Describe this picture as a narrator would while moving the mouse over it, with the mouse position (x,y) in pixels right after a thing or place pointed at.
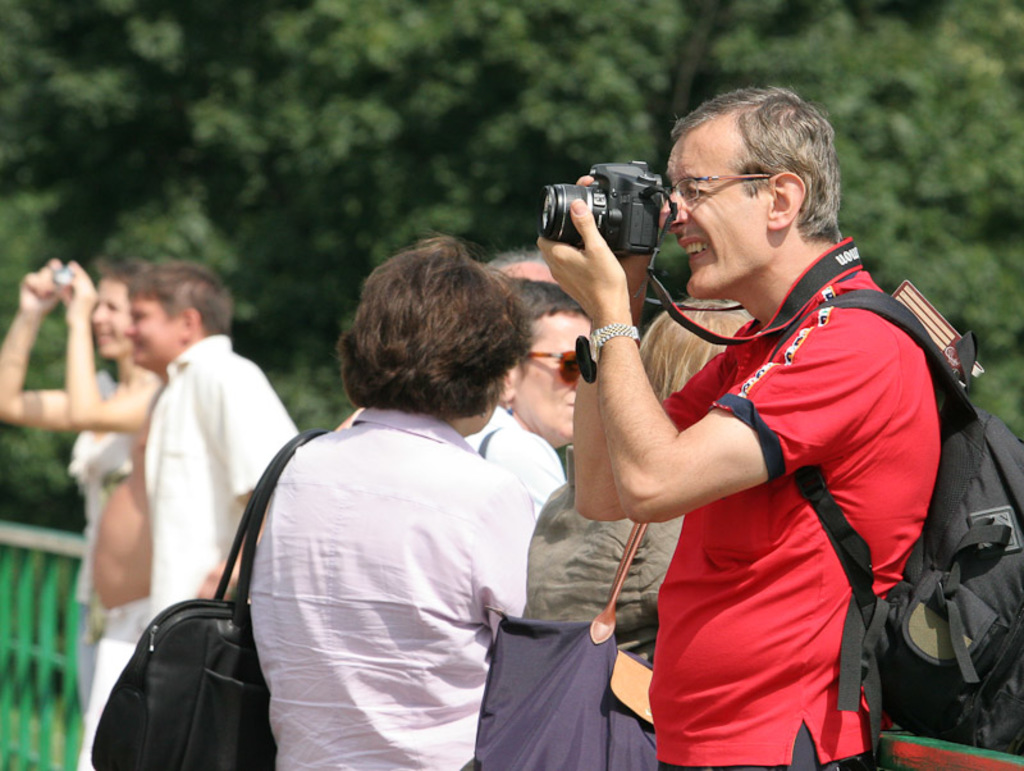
This image is taken in outdoors. There are many trees (152,102) in the background (355,55). In the right side of the image (695,632) a man (627,342) is taking a pictures in camera (606,224) wearing a backpack (847,528) beside him a woman (514,601) is standing wearing a handbag (594,631). In the left side of the image (13,415) two people (5,371) are standing, taking the support of a railing (64,556).
